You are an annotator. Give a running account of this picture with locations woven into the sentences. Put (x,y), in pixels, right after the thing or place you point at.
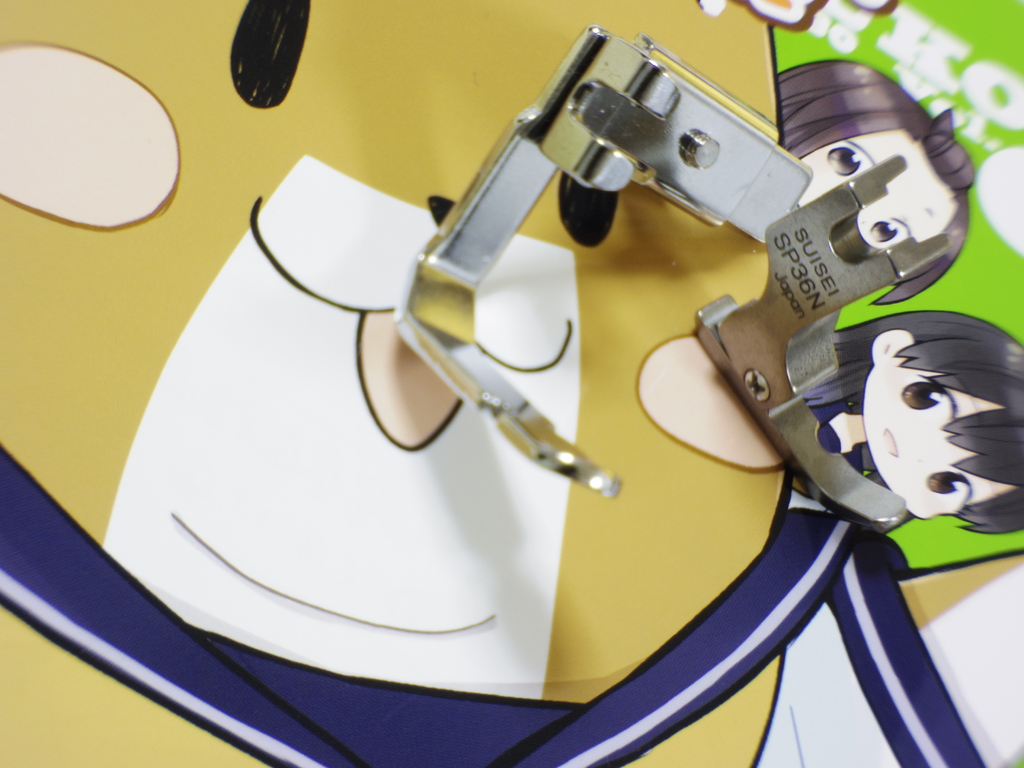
In this image I see the pictures (976,462) of cartoon characters (492,316) and I see things (630,107) over here which are of silver in color and I see something is written over here.
